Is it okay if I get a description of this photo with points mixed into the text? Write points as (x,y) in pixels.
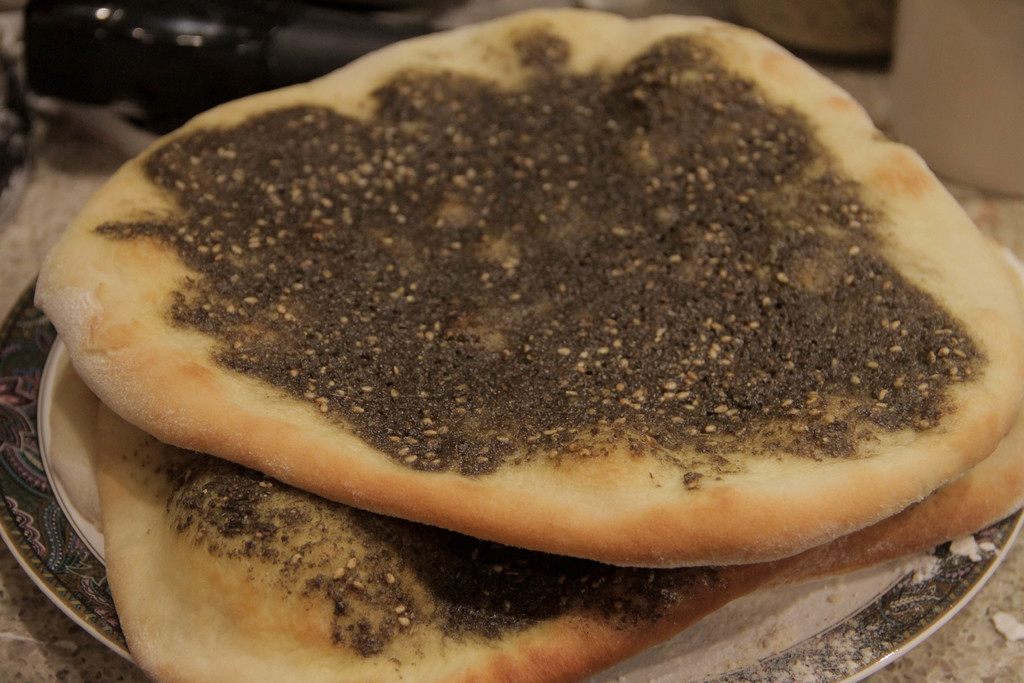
In this image I can see a plate (87,543) which is white and black in color and on the plate (814,616) I can see few pieces of food items (289,559) which are brown, cream and black in color. In the background (270,10) I can see few other objects (263,83) which are black and cream in color.
